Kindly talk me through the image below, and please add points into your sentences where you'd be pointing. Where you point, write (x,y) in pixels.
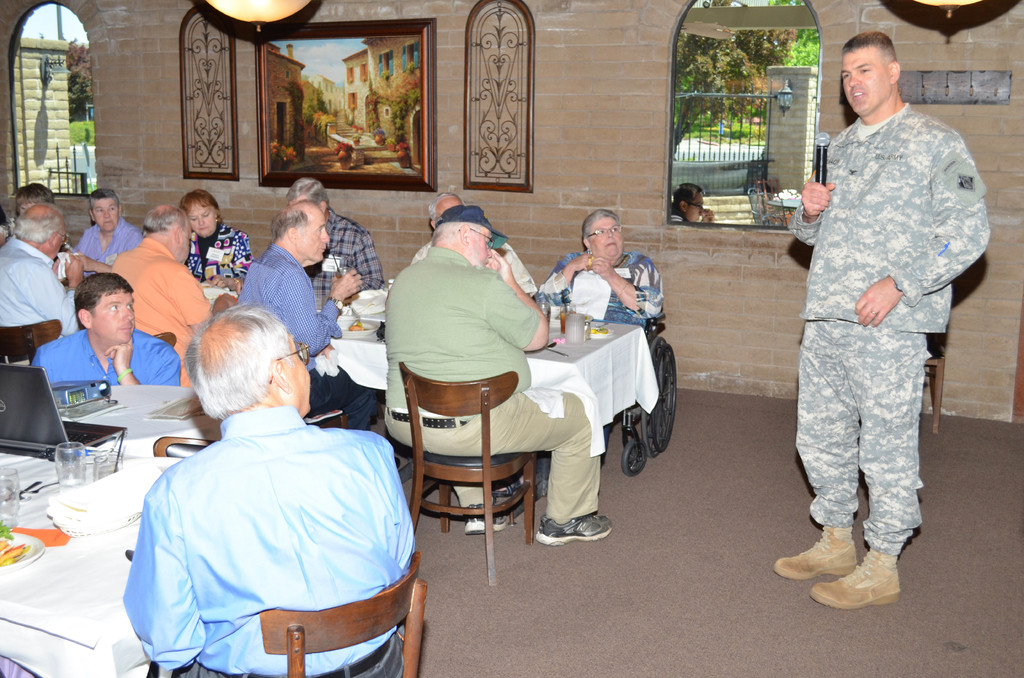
It seems to be the image is inside the room (685,456). In the image on right side (868,223) there is a man (836,293) standing and holding a microphone (823,178) for talking. On left side (258,450) there are group of people (363,267) sitting on chair (358,615) in front of a table (126,548), on table (124,568) we can see a cloth (62,597), plate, glass (59,456), laptop (32,422) and a projector (71,390) in background (289,143) we can see a photo frame (299,152) on wall (659,168), person (696,205), trees (724,75) and a road (704,145).
